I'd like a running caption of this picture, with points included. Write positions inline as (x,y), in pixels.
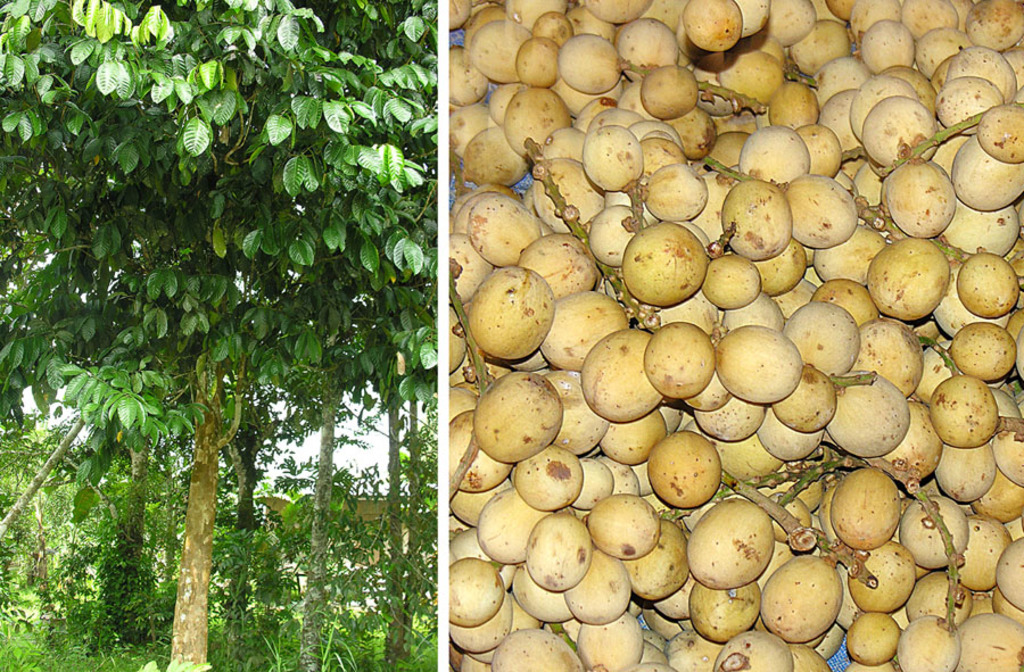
This is an image with collage. On the left side (338,509) we can see some trees (253,439), plants (254,539) and the sky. On the right side (861,647) we can see some fruits (874,633) on the surface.
